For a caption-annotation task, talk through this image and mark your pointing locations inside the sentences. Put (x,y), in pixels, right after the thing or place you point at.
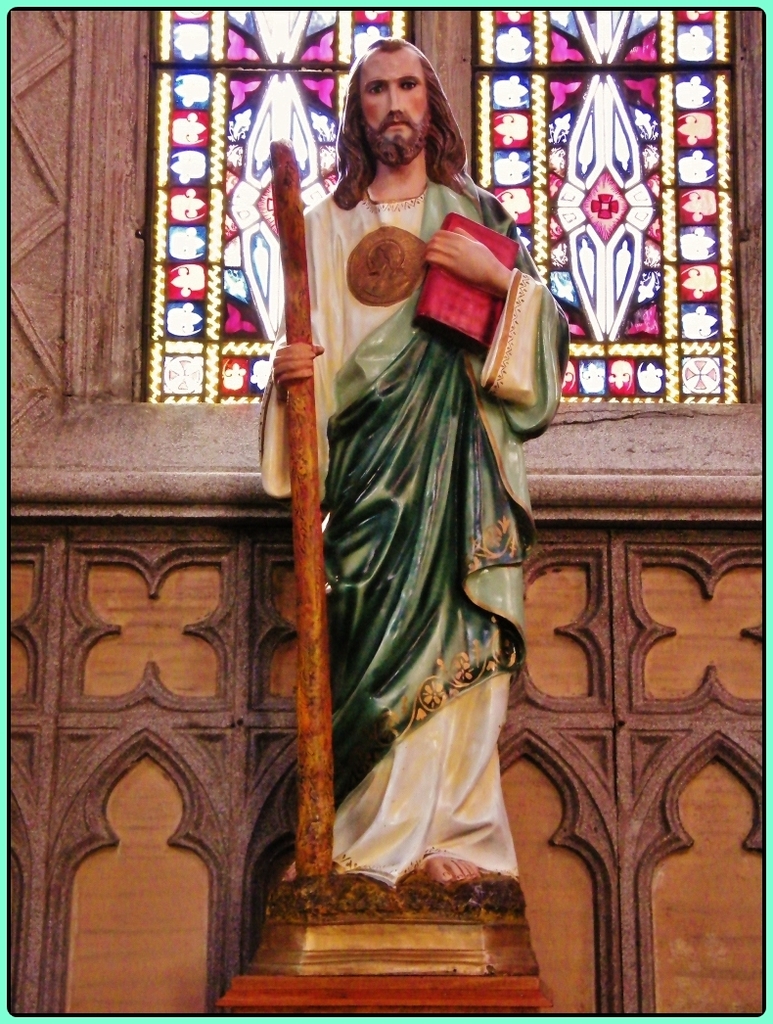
In the picture I can see St. Jude statue (316,396) holding a stick (299,431) and a book (484,240) in his hands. In the background (681,86), I can see the stained windows (703,195) to the wall (247,433) and we can see the design wall (227,698).
